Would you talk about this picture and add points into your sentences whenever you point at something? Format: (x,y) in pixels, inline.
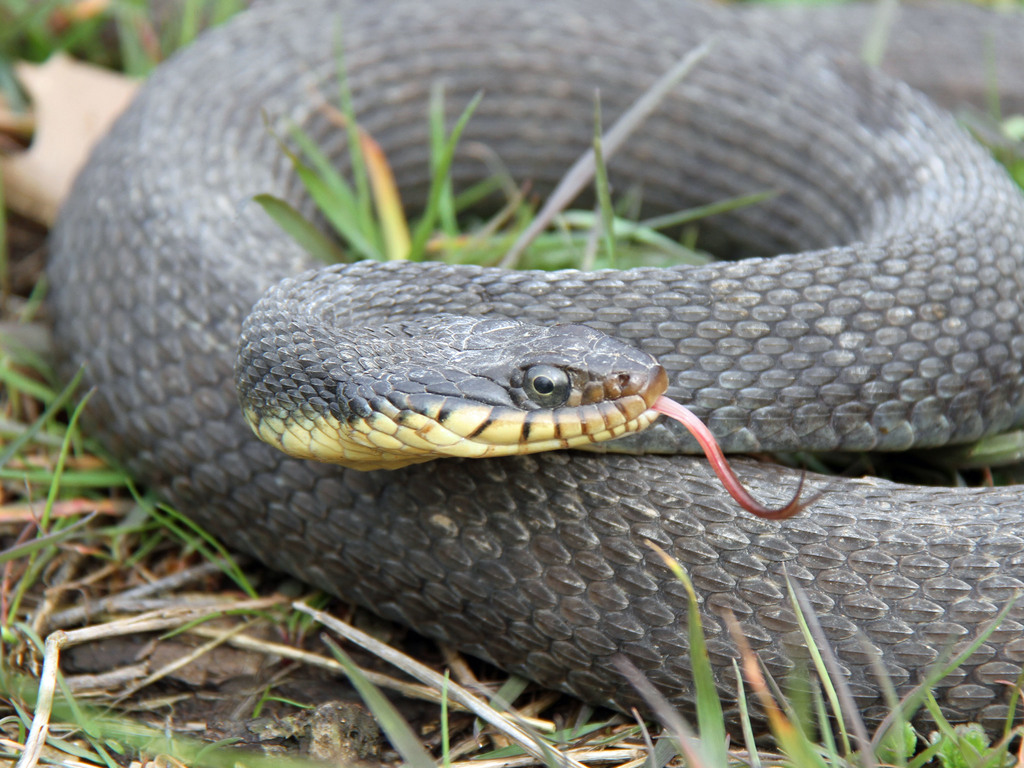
In this picture I can see a black color snake (371,123) on the grass (323,631).
